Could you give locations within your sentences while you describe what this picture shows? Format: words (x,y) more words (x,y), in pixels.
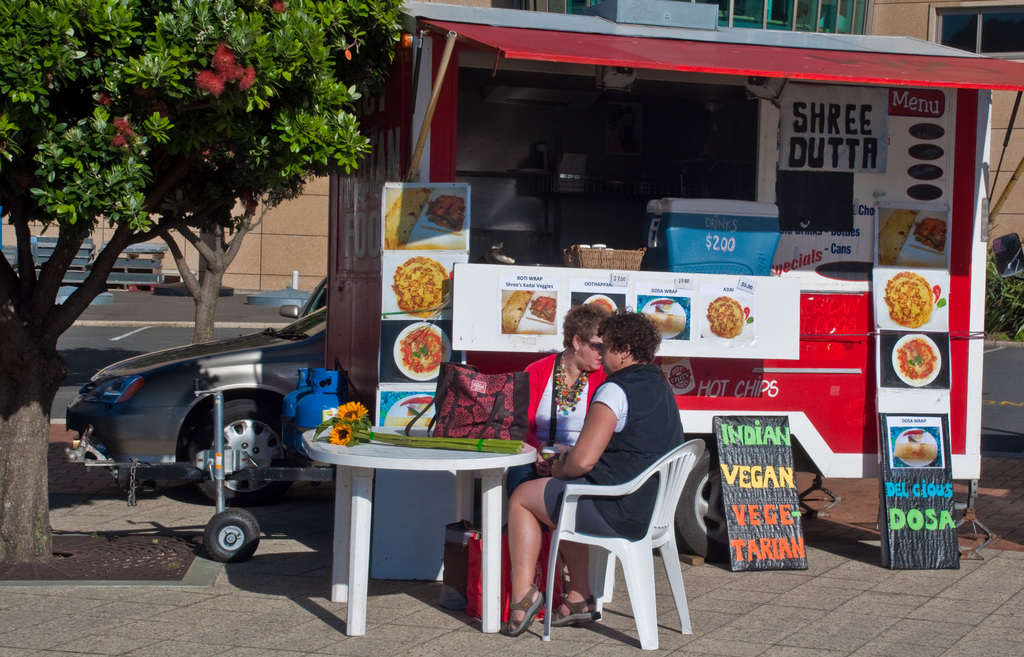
In this picture we can see two persons (614,515) are sitting on the chairs (669,517). This is table (370,487). On the table (372,473) there are flowers (432,437), and a bag (488,385). Here we can see a stall (759,79) and these are the boards (769,469). There are trees (336,40) and this is a vehicle (321,295). On the background (967,31) there is a building (949,20).
